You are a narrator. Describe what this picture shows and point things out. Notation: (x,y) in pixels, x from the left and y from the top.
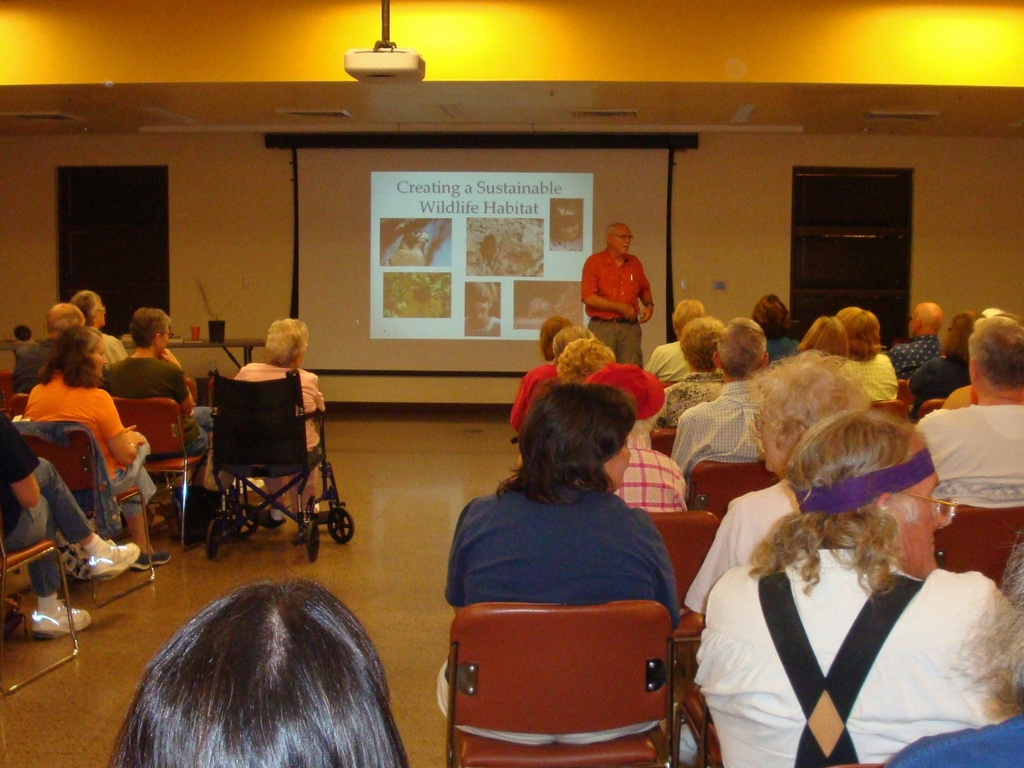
There are group of people (111,406) sitting on the chairs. I can see a man (639,313) standing and explaining. this is a projector (407,61) attached to the rooftop (407,45) and projecting it on the screen (462,239). I think these are the doors (127,241). This is a ceiling lights (629,114) attached to the rooftop (766,104).
